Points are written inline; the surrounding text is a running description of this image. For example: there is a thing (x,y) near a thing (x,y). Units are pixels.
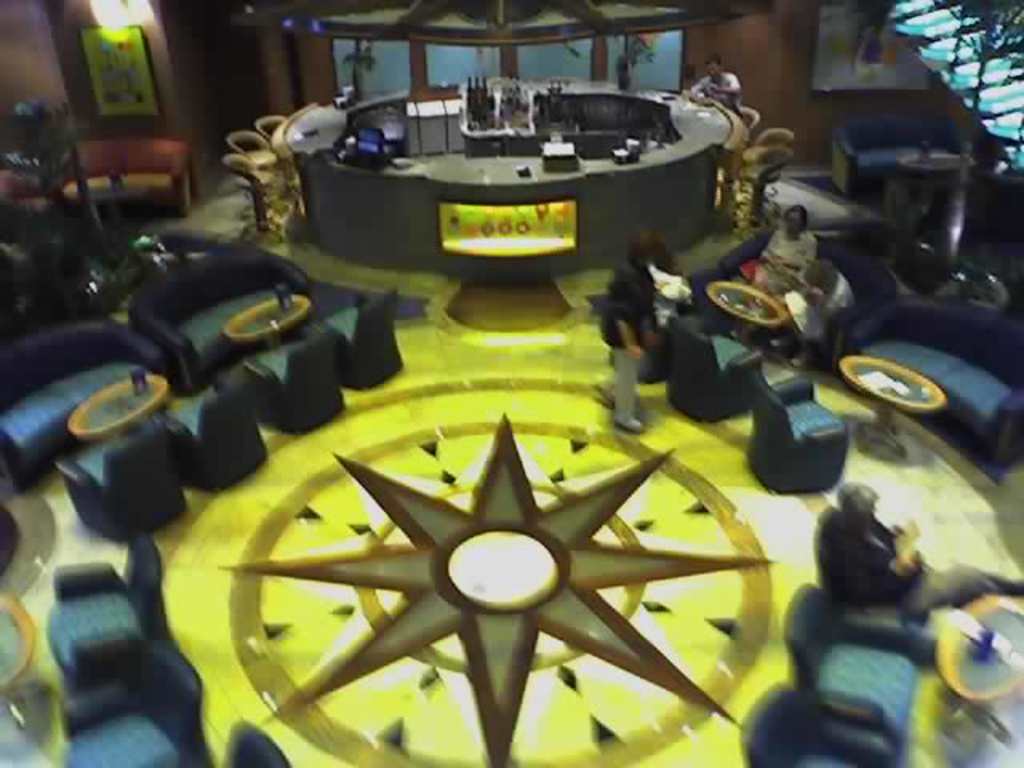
Here in this picture we can see number of chairs (363,306) and sofas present on the floor (421,357) and we can see people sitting on it and we can also see people (658,251) standing and at the top (490,198) we can see a round counter table (606,141) present and we can see some things (363,139) present on it and we can also see a portrait (125,73) present on the wall (69,55) and we can see lights (118,15) present over there and on the right top side (942,51) we can see staircase (965,54) present.
